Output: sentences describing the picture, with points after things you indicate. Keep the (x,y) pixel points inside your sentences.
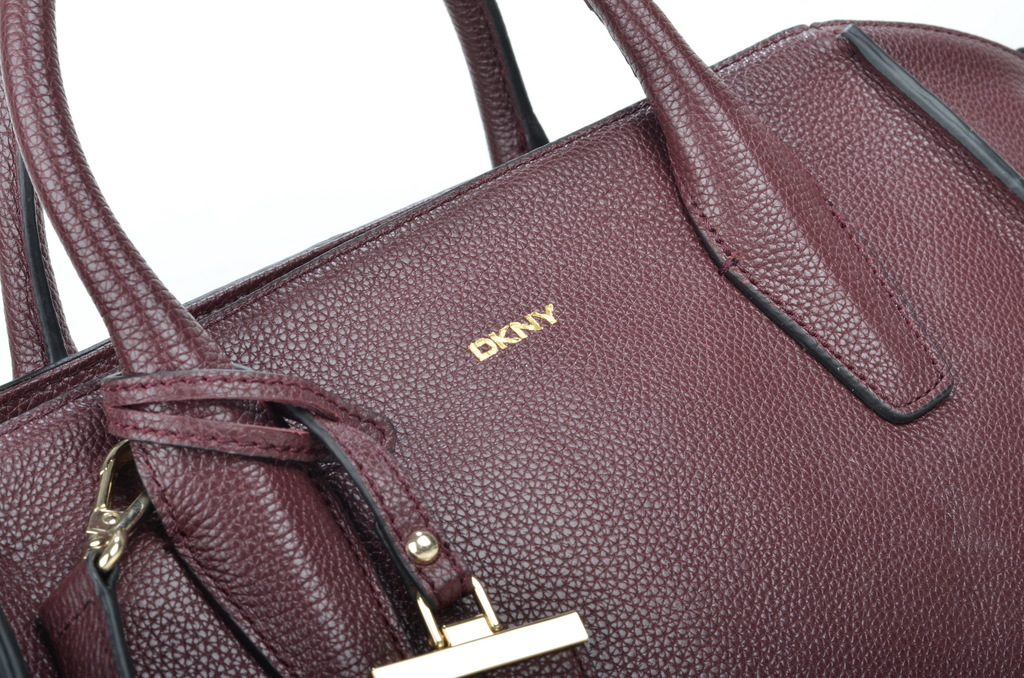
In this image I can see a bag (519,396) with brand name (512,339) written on it.
